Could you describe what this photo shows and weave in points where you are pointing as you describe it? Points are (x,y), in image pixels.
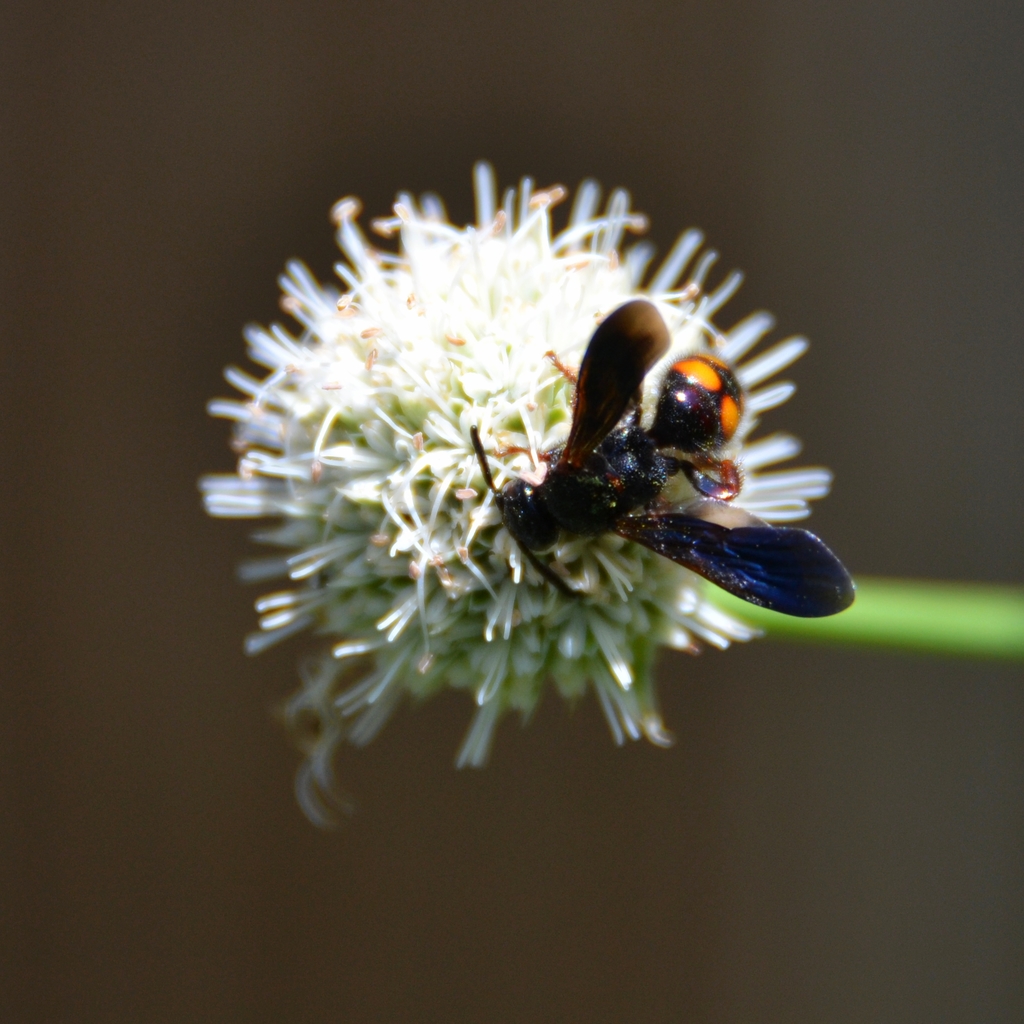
As we can see in the image there is an insect (654,478) on flower (460,473) and the background (157,996) is blurred.
